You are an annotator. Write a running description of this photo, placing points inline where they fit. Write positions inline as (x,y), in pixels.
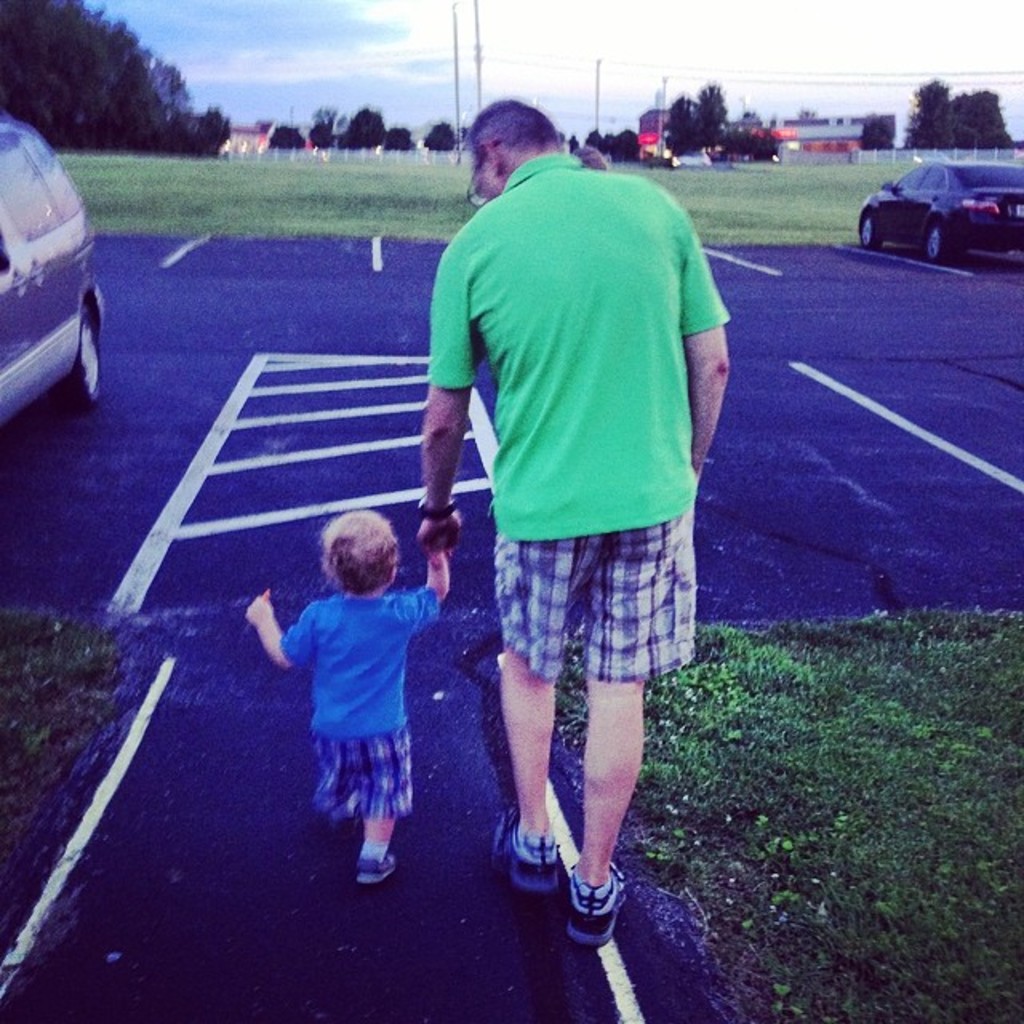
In this picture there is a man (654,528) and kid (345,809) walking on the road (474,805) and we can see cars (19,205) and grass (63,664). In the background of the image (191,129) we can see trees (725,139), poles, fences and sky (627,44).
